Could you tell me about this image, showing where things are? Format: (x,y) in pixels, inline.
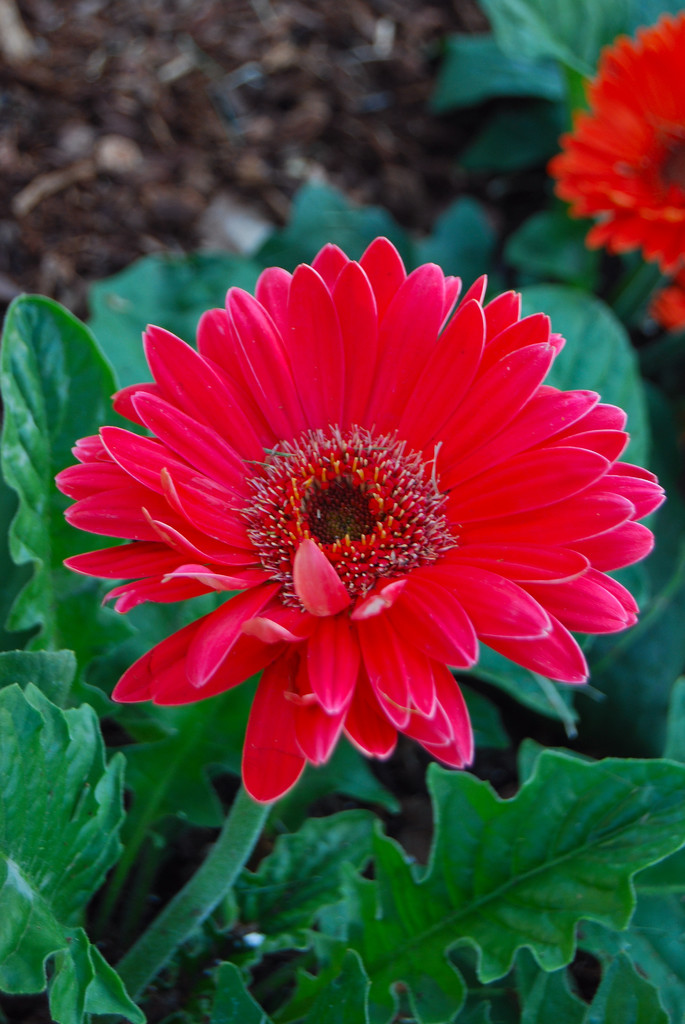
In this image we can see few flowers (219,552) and plants (59,663).
